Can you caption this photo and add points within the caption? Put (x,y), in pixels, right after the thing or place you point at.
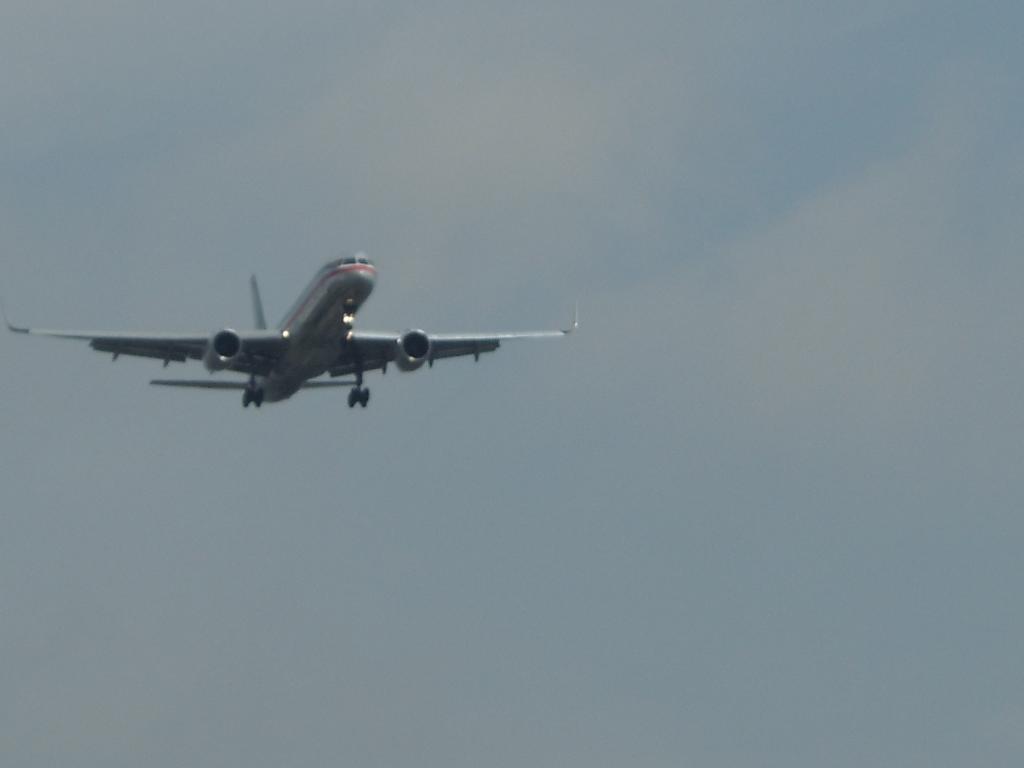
In this image I can see an aircraft (294,328) which is white and red in color is flying in the air (340,422). I can see the sky (603,239) in the background (660,296).
